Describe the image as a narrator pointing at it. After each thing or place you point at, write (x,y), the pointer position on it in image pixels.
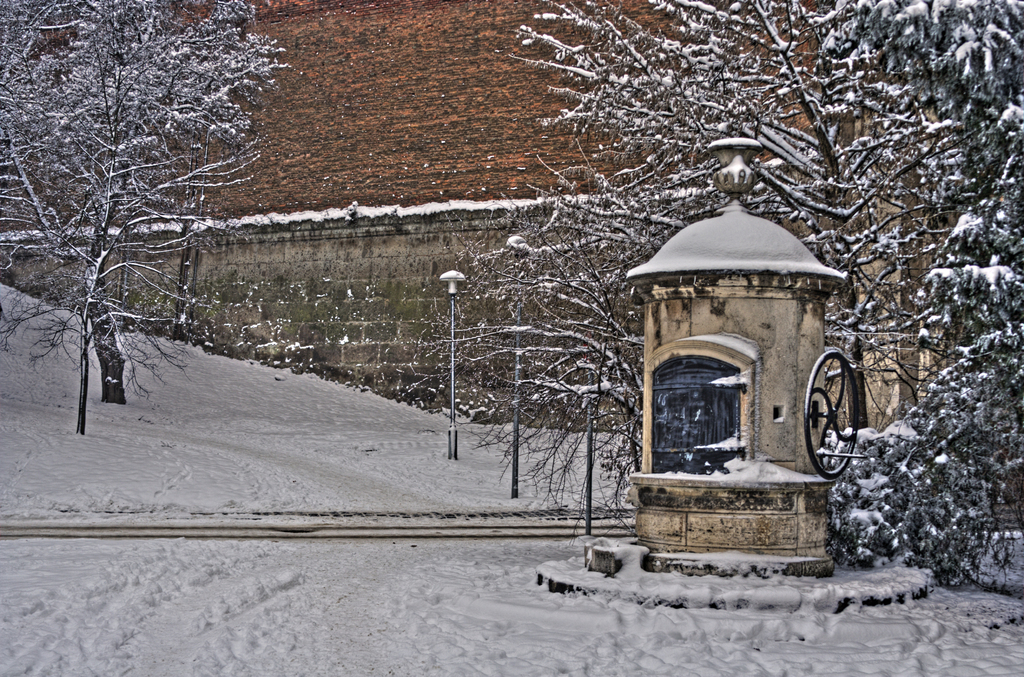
In this image there is a water hydrant (699,441) at right side of this image (752,455) and there are some trees (89,294) at left side of this image (87,277) and right side of this image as well, and there is a wall (303,253) in the background (374,284). There is a snow surface (295,480) at bottom of this image (322,549).
